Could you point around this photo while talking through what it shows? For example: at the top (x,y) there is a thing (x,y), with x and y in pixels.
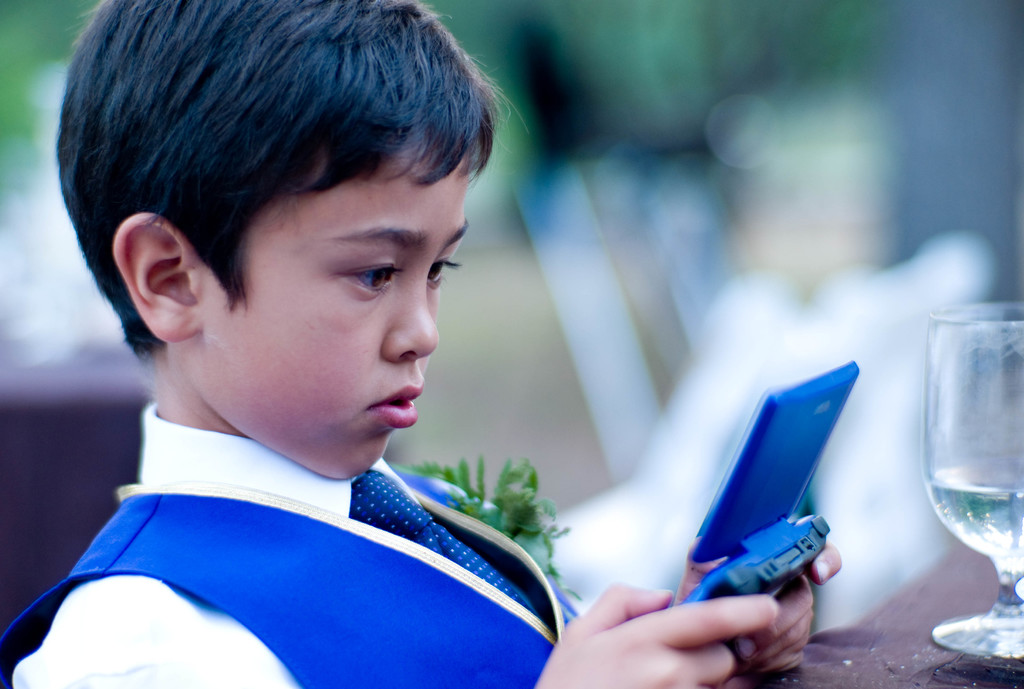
In the center of the image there is a boy (244,615) with a game console (713,511). On the right side of the image (1012,487) there is a glass (1004,631) placed on the table (873,656).
